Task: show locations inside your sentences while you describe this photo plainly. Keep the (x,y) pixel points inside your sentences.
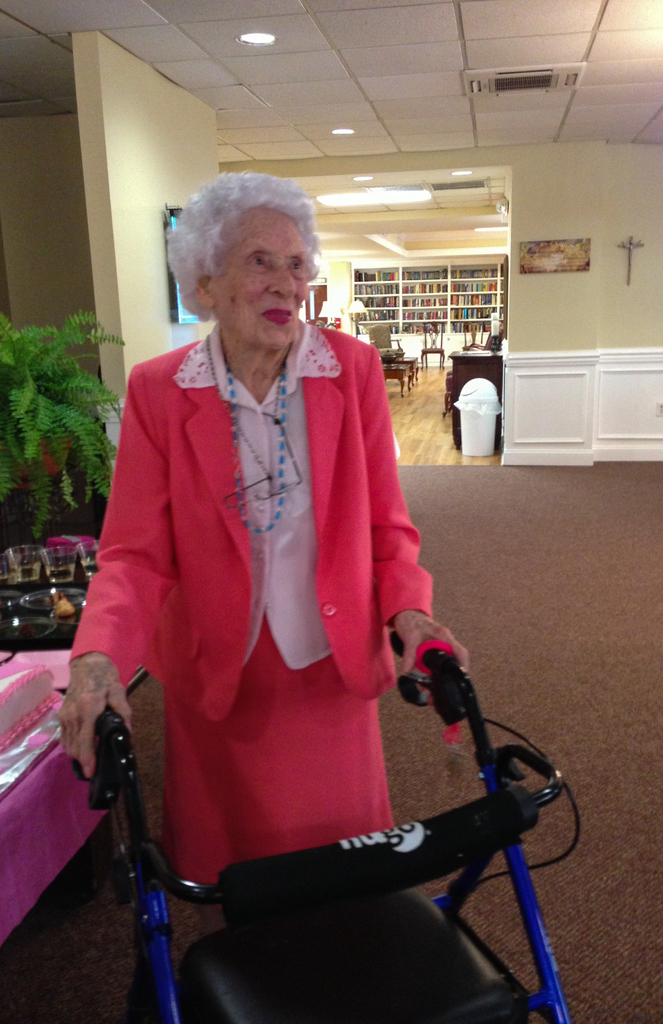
There is a woman (208,416) in pink color dress (322,454) holding walker (413,874) on the floor (534,726). In the background (88,553), there are glass (86,562) and other objects (16,617) on the table (58,657), lights (261,34) attached to the roof (264,22), chairs (382,347), some objects (436,313) arranged on the shelves (484,265) and there is wall (577,185).
